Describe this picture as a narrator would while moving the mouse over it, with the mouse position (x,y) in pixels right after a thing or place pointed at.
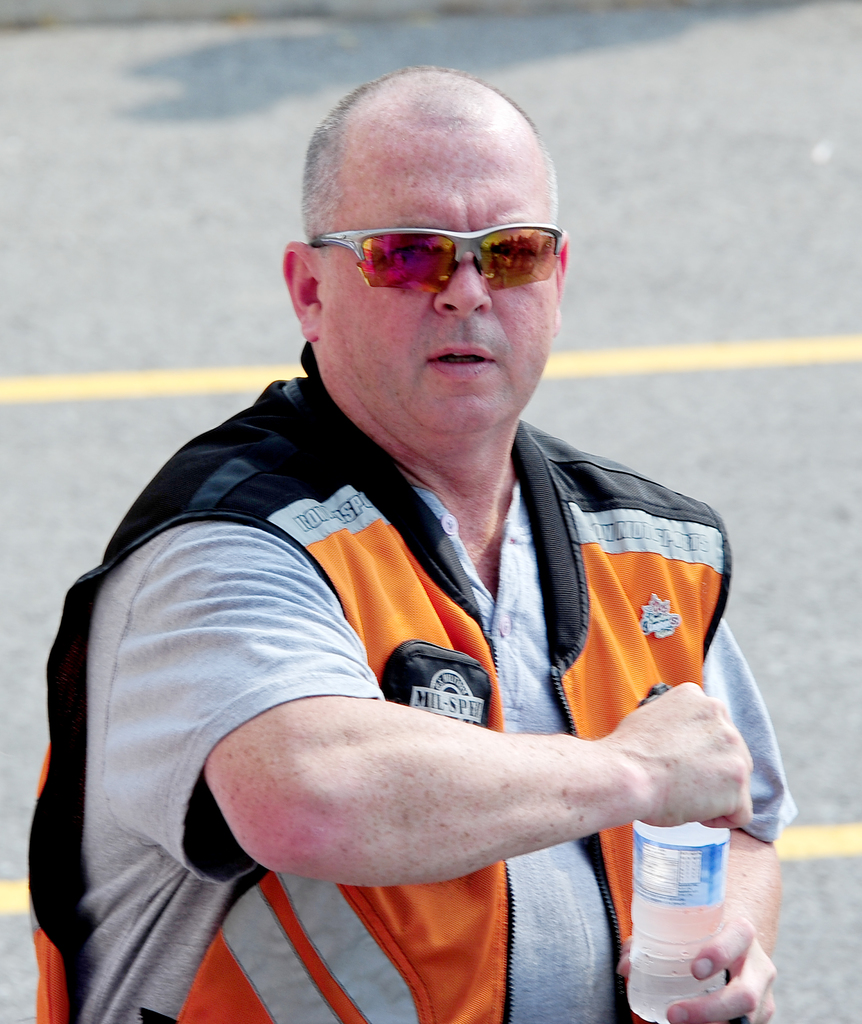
In this picture there is a man (286,508) is standing and his opening the bottle (673,865).
